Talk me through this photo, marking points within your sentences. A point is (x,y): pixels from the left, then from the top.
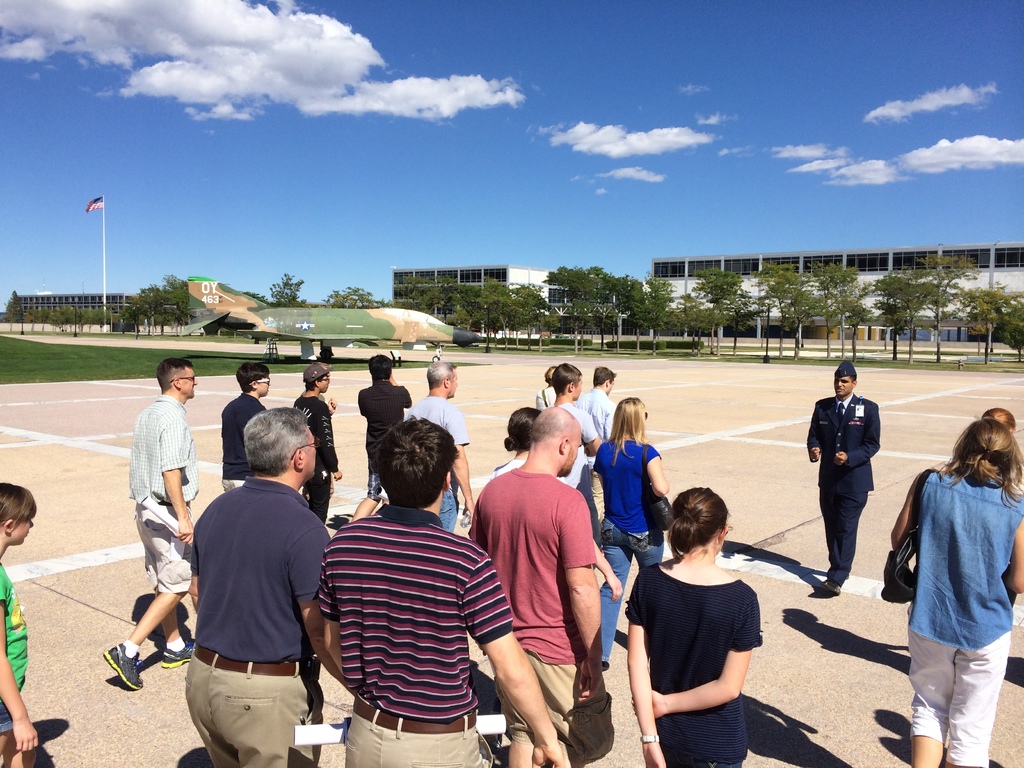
In this image we can see people (715,611) and there is an aeroplane (404,335). In the background (352,295) there are buildings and trees (180,297). On the left (102,241) there is a flag (98,207). At the top (518,124) there is sky (614,150).
